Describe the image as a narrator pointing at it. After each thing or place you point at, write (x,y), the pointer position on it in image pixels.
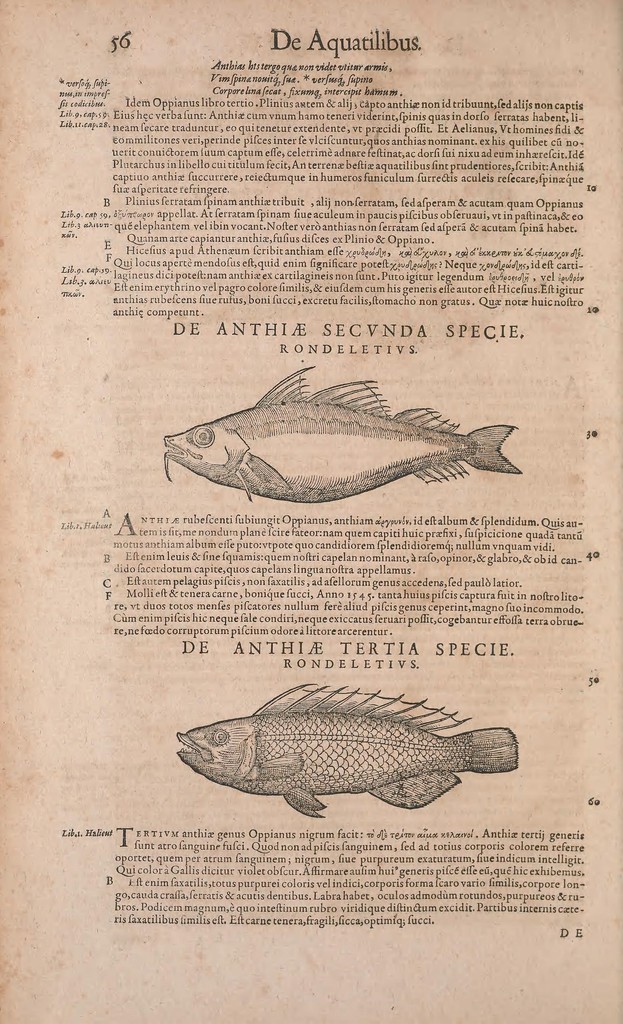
In this image I can see a paper (132,542) on which there are images of fishes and some matter (487,234) is written.
